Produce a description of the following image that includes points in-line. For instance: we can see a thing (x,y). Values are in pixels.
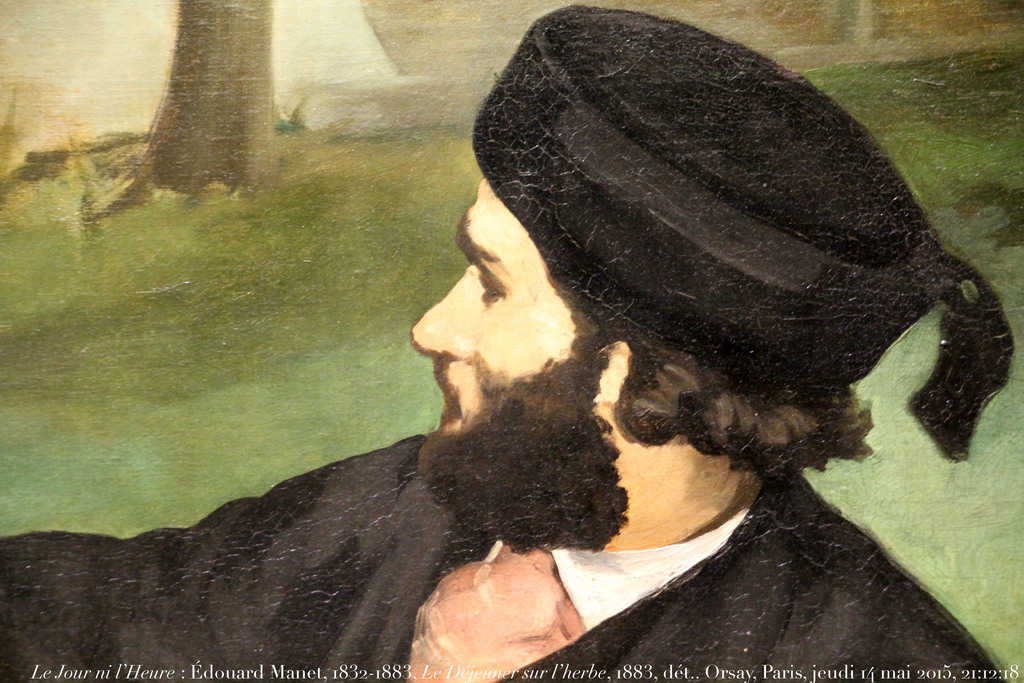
This is a painting and in this painting we can see a person (360,483) wore a cap (623,117), truncated tree (242,101), grass (197,218) and in the bottom of an image (916,665) we can see some text (164,668).
